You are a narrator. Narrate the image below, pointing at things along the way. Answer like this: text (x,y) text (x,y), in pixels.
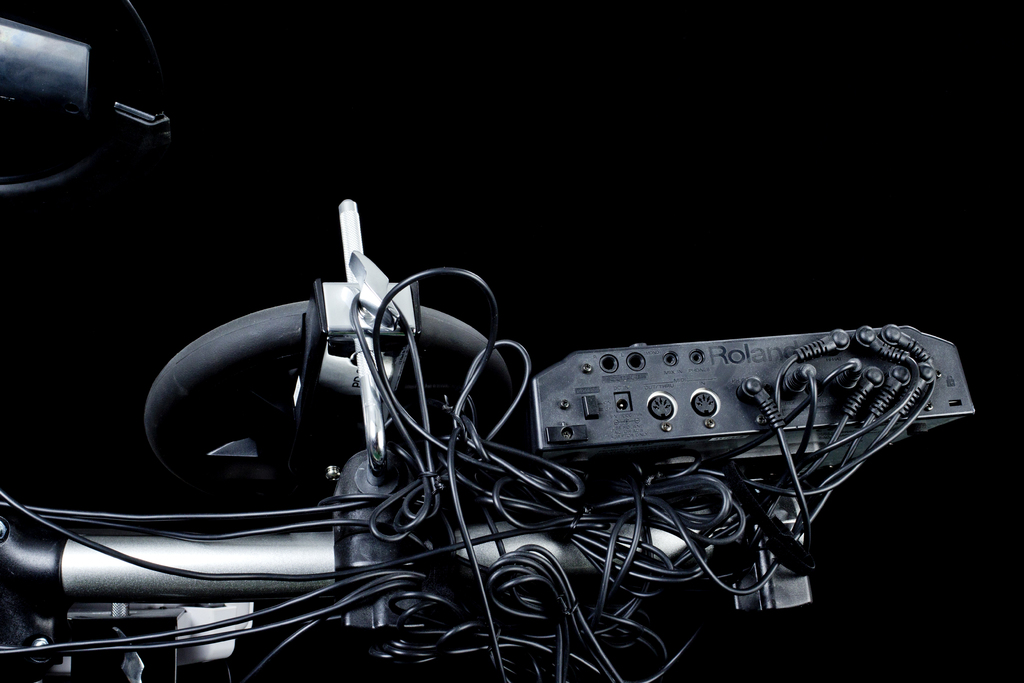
In this picture I can see there is a electronic machine (874,364) and it has few wires (798,469) attached to it. The backdrop (716,192) is dark.
